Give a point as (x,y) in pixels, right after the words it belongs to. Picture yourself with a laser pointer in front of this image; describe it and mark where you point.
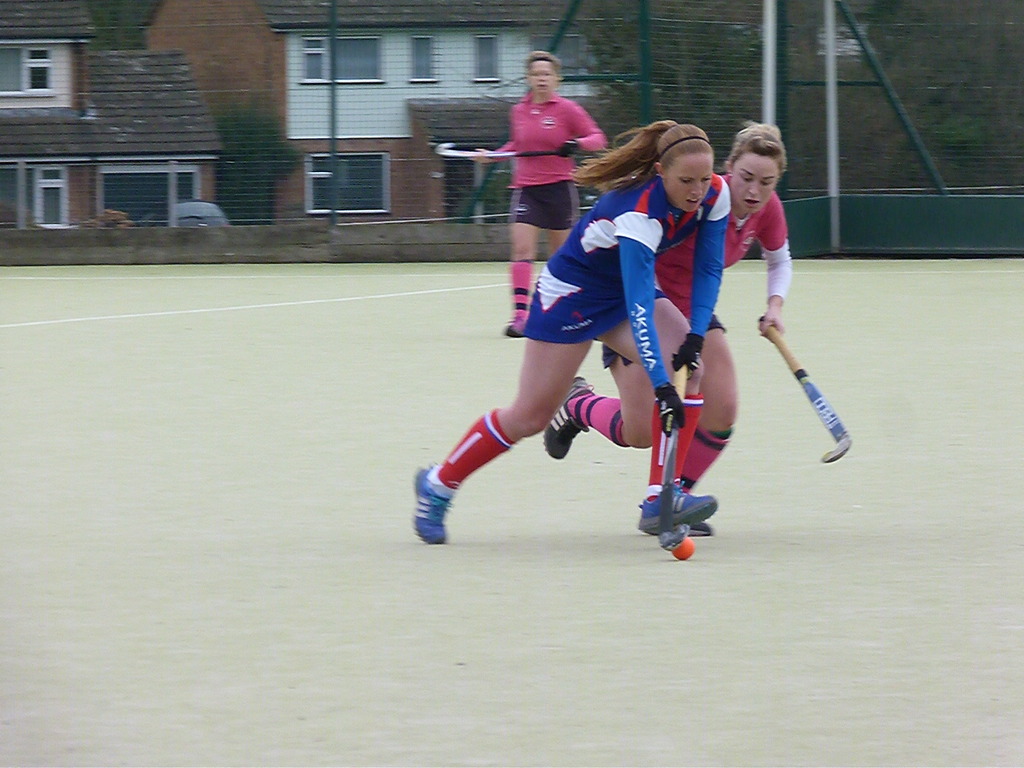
There is a group of women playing hockey in the ground (241,331) and there is a fencing (498,83) of mesh (619,69) around the ground (272,675) behind the fencing (819,95) there is a building (562,51) and some trees (697,9).
